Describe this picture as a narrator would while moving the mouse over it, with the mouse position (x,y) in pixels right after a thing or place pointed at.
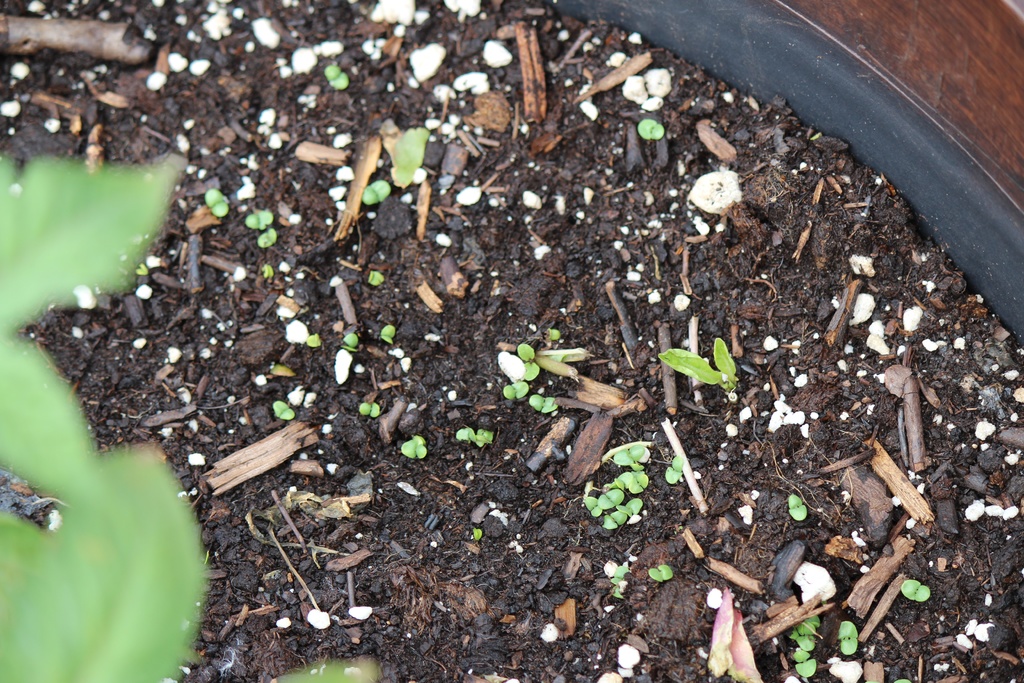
In this image, I can see soil (772,523) with the tiny particles (641,382). In the bottom left corner of the image (108,651), there are leaves (26,595).
